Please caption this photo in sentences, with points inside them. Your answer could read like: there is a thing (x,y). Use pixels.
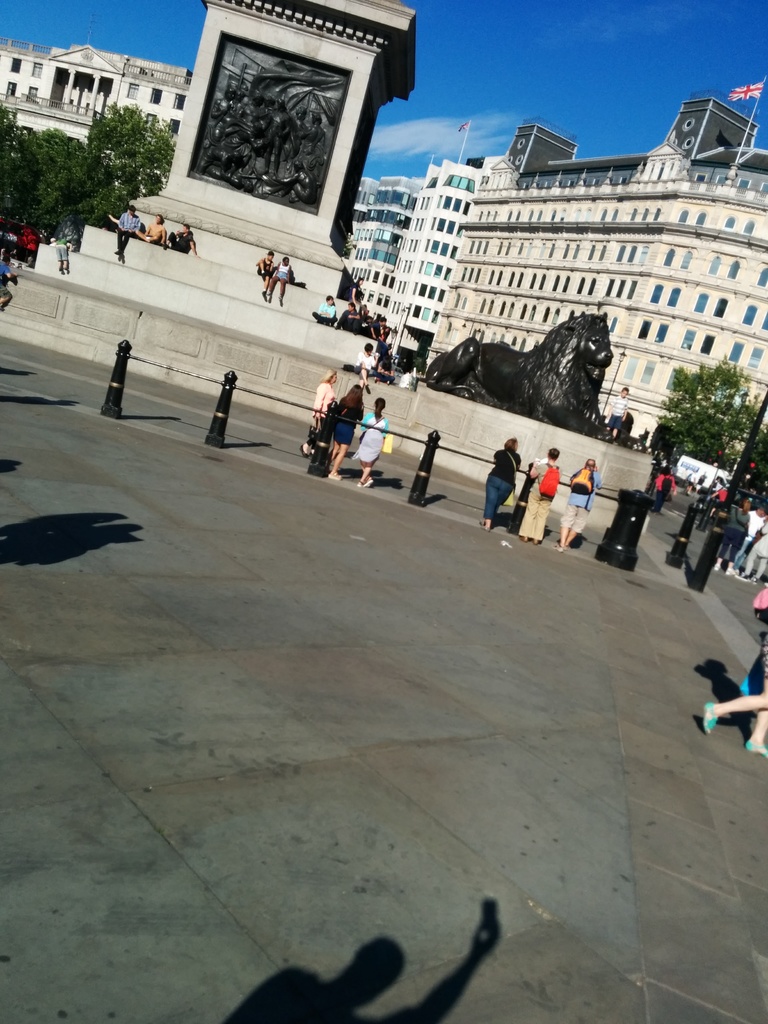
In the foreground (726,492) I can see a crowd (511,478) on the road (409,488), fence (313,467), lions statue (532,396), trees (676,438), poles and buildings (355,223). On the top (438,132) I can see the sky (438,132). This image is taken during a day.
